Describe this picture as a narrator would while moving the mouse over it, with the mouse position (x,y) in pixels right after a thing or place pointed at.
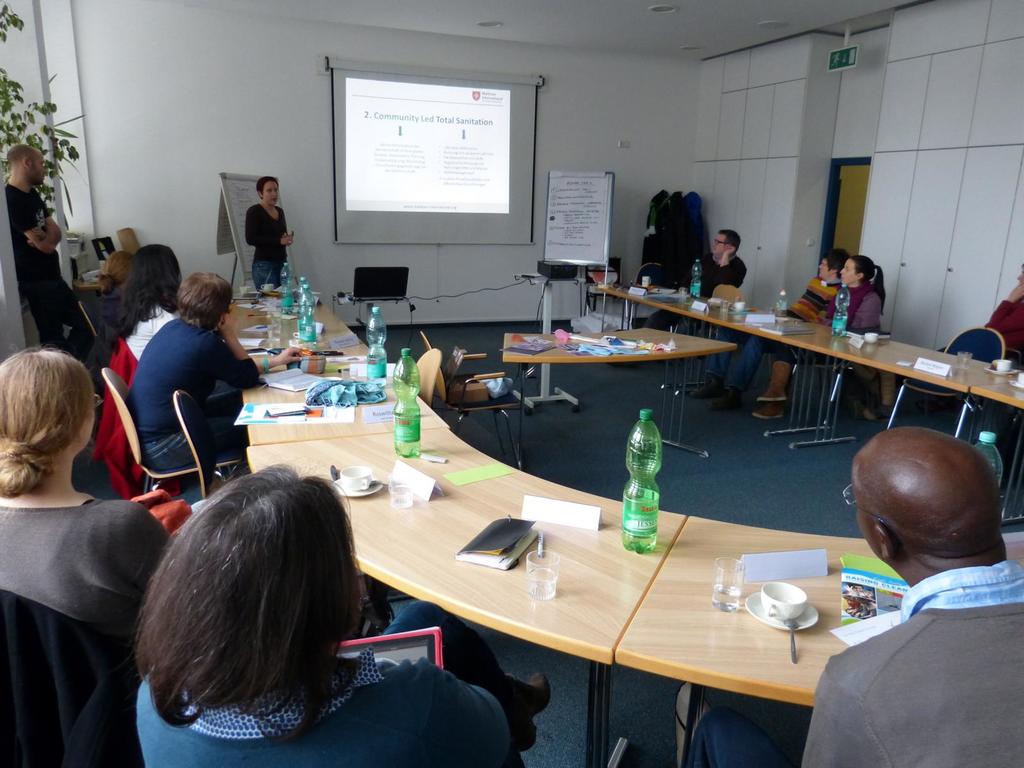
On the background (389,140) we can see a wall (290,107), projector screen (405,109). These are white boards (581,243). We can see a person (268,183) standing near to the screen (353,176). This is a laptop (394,268). We can see all the persons (895,533) sitting on chairs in front of a table (697,350) and on the table (622,596) we can see a diary (476,543), name boards (524,508), papers (495,467), cups (353,483), saucers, spoons (791,627), bottles (384,371). This is a floor (769,479). we can see one person (37,280) standing near to the plant (32,134). This is a exit board (849,55).
